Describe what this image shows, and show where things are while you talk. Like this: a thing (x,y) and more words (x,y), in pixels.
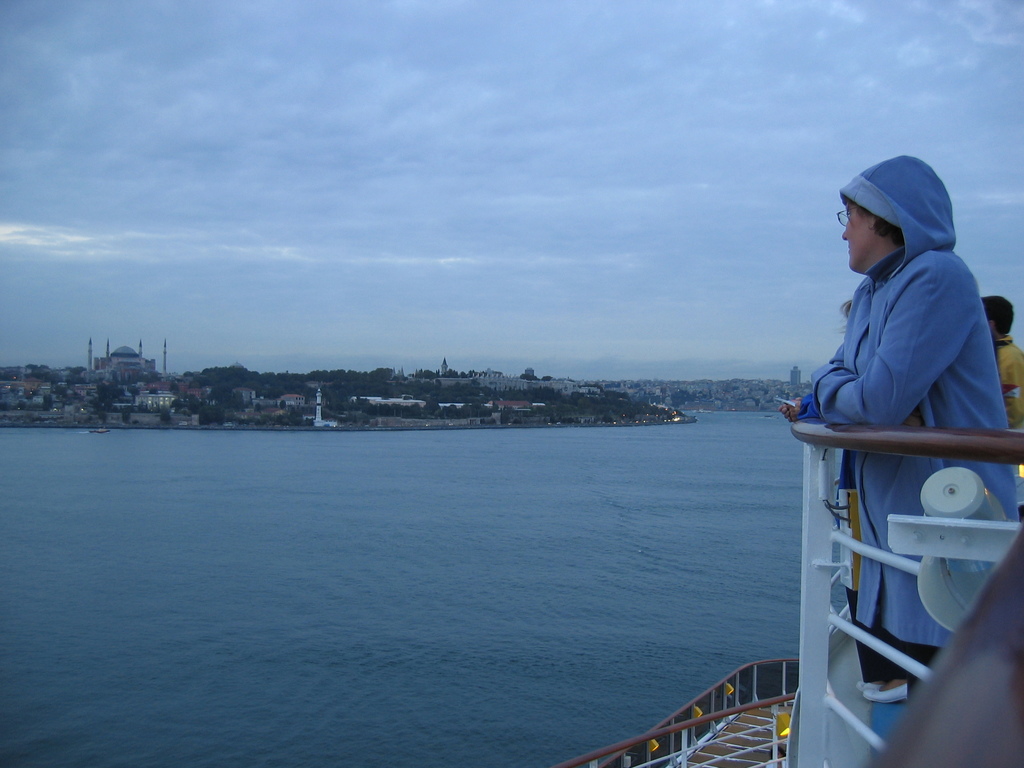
In this picture, we can see a few people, ground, metallic poles (794,718), water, buildings (144,363), mosque (151,363), trees (117,401), and the sky (433,292) with clouds (336,267).
